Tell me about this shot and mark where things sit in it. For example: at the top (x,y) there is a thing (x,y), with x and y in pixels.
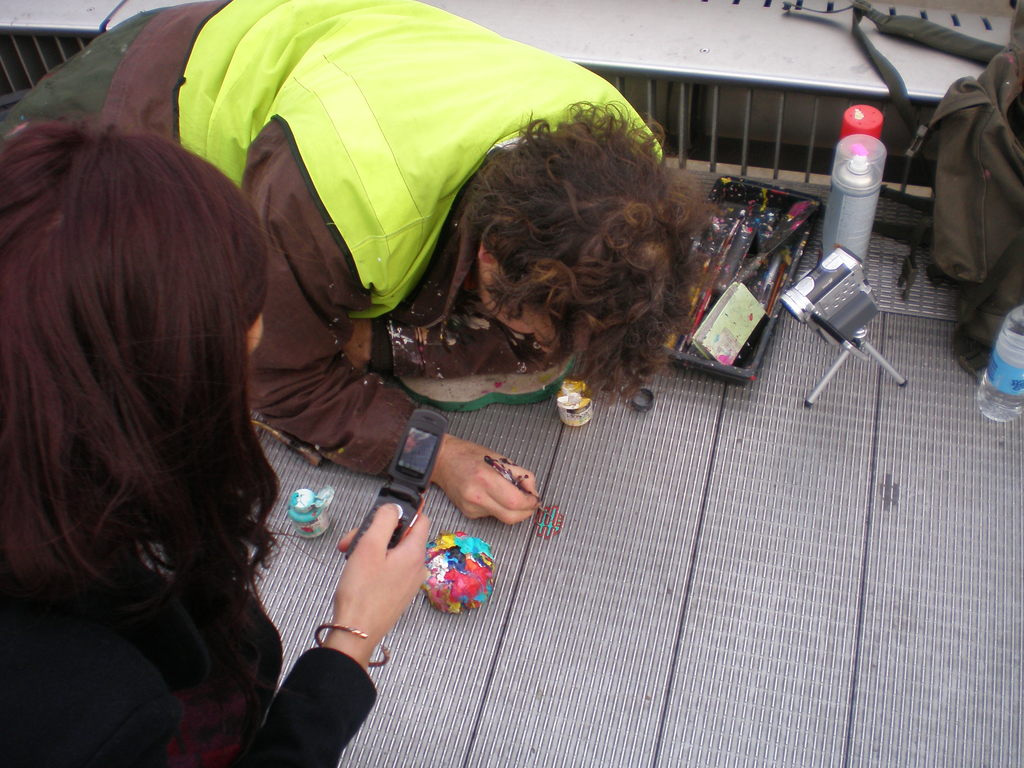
In this image we can see two people (198,447). One person (208,672) is holding mobile (419,429) the hand (356,585) and wearing black color dress (137,674). The other person (337,269) is on the floor (562,434) and painting on the floor (543,513). We can see colors (766,226), brushes (754,266), camera (805,285), bag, bottles (989,381) and container (747,192) on the floor (940,529).
